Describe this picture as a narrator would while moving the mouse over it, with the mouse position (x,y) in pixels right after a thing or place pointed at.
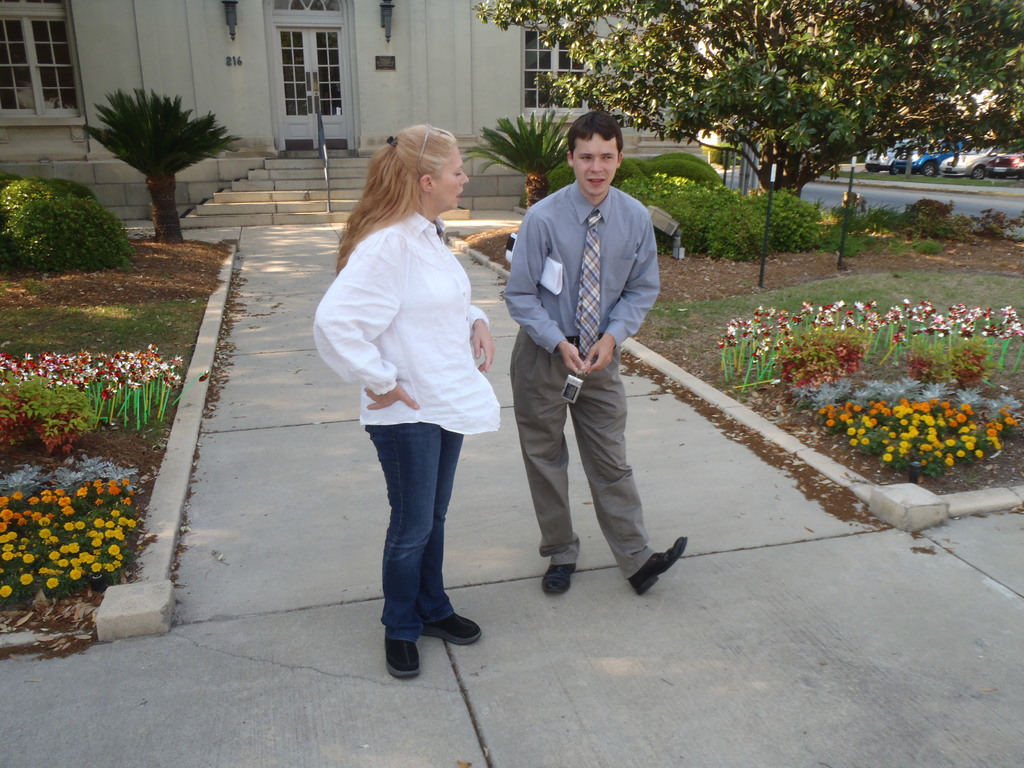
In this image we can see a woman (427,345) wearing white color shirt (338,301) blue color jeans (396,561) and a man (638,305) wearing blue color dress (617,319) standing in the walkway (482,463) and there are some plants (25,394) on left (48,494) and right side of the image (778,190) and in the background of the image (762,66) there are some trees (841,4), vehicles (1007,154) parked and there is a house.
